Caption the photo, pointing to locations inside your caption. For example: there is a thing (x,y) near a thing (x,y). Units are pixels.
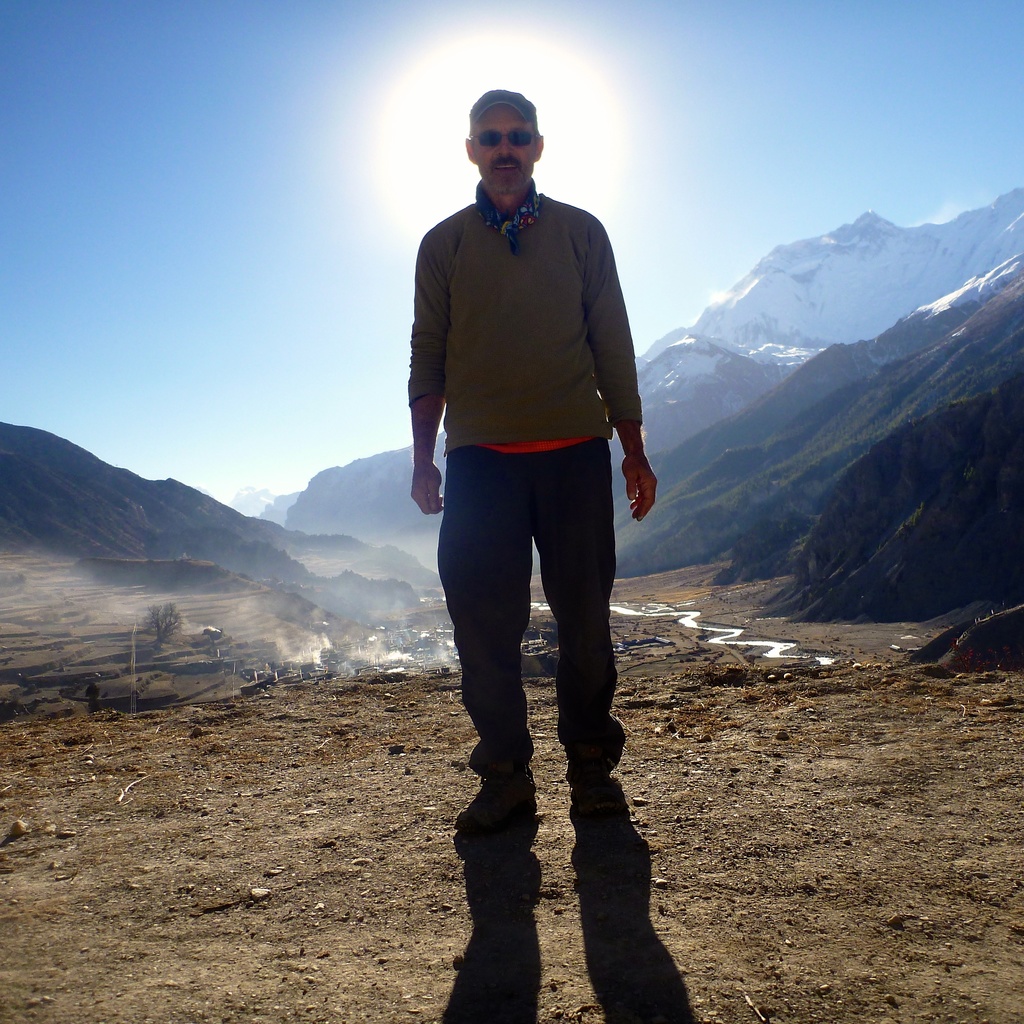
In this image I can see a man (425,423) is standing. I can see he is wearing shades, a cap (504,114), pant (536,472) and shoes (521,802). I can also see shadow (475,967) over here and in background (884,375) I can see mountains (961,276), the sun (430,60) and the sky (389,128).
